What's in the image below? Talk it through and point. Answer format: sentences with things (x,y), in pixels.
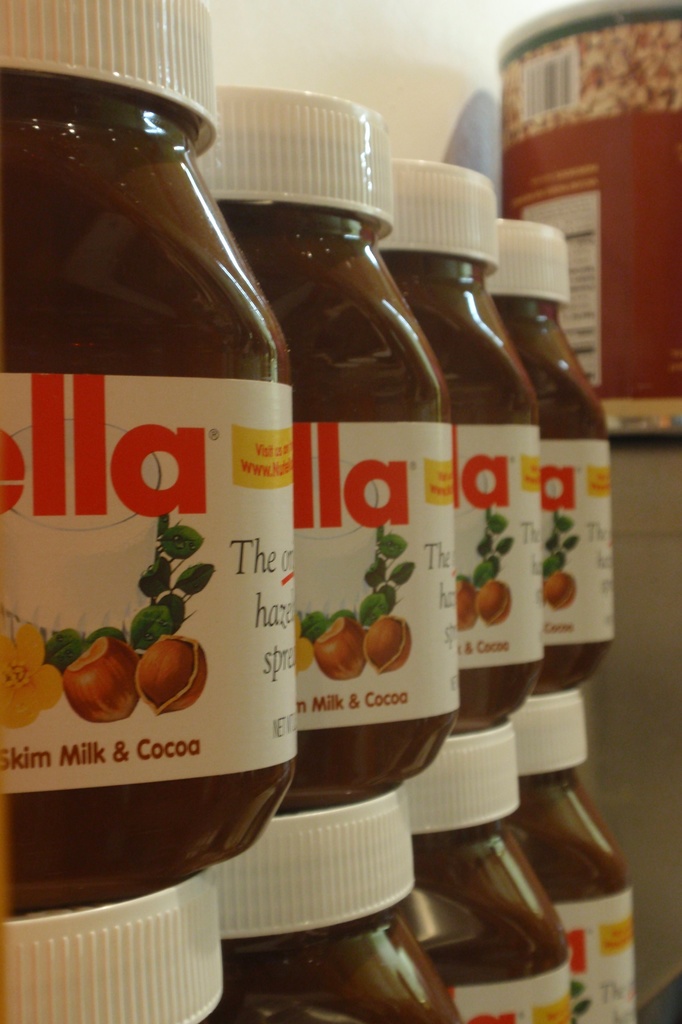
in this image i can see bottles (149,489) of nutella (130,541).
